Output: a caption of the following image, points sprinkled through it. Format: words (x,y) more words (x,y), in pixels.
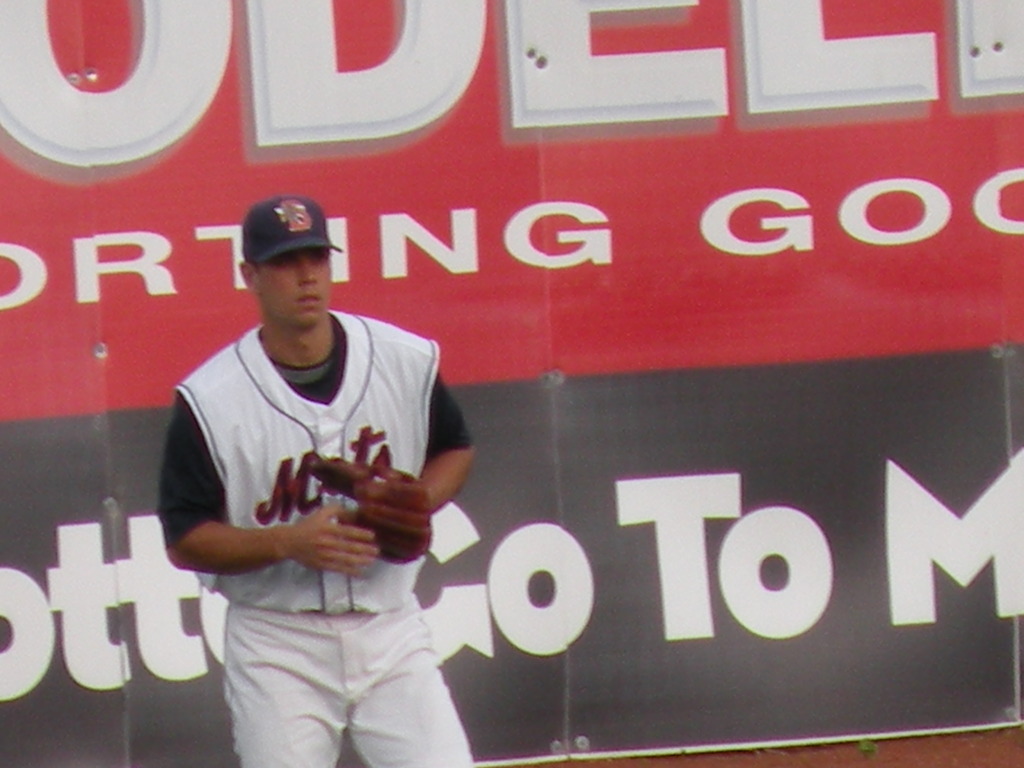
In this image a man (305,454) is standing wearing white dress (331,618) and cap (277,255). Behind him there is a banner (654,268).
